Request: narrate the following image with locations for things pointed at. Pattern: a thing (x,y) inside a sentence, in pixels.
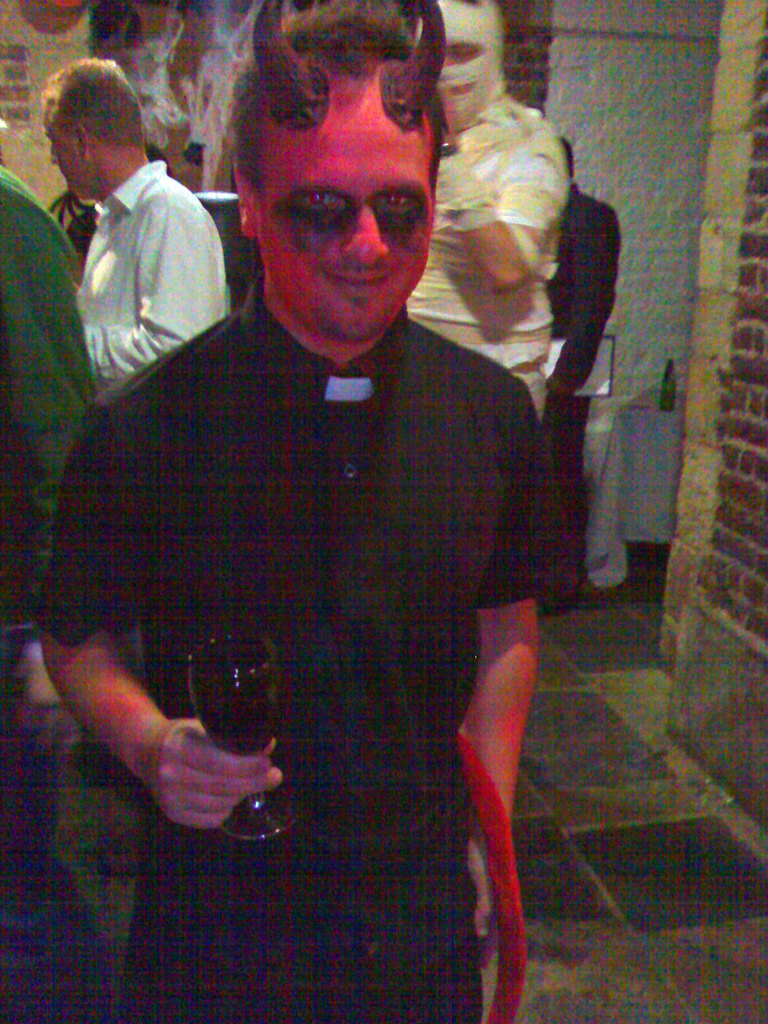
In this picture there is a man (465,527) who is wearing black dress (360,621). He is holding a wine glass (249,711). Behind him we can see another man (29,685) who is wearing green shirt (0,312). On the right (515,306) we can see a man (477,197) who is wearing a t shirt (560,301) and trouser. He is standing near to the brick wall (701,423). In front of him we can see a man (151,171) who is wearing white dress (154,267). In the background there is a table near to the wall (732,435).
